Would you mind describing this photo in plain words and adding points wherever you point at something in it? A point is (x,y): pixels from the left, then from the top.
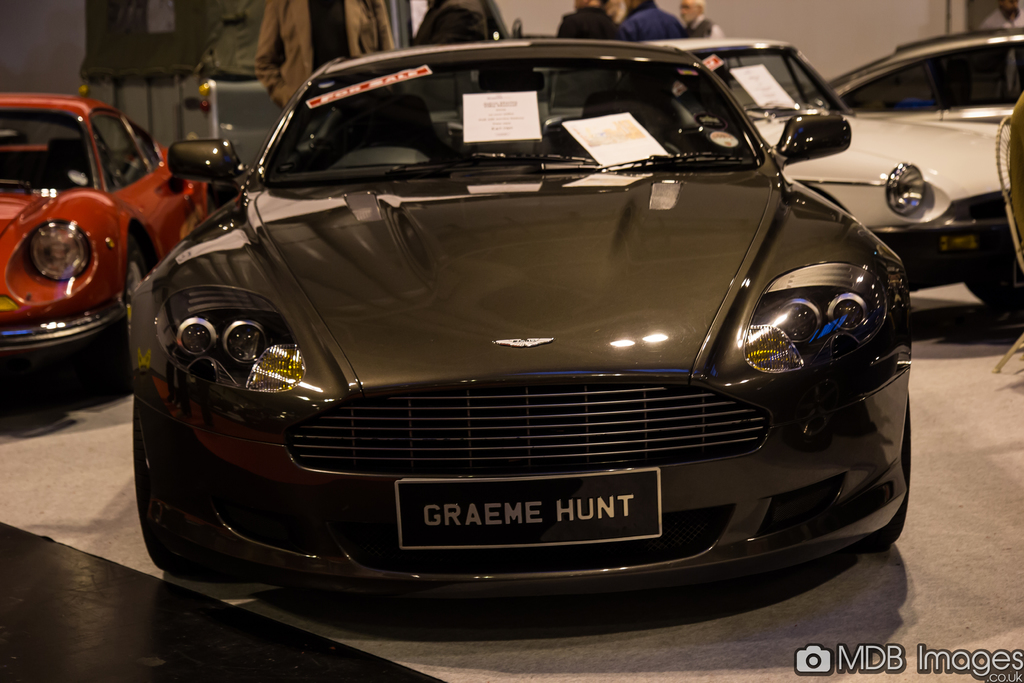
There is a car (444,187) in the center of the image (547,318) and there are people (305,35) and cars (669,42) in the background area (446,20) and there is text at the bottom side of the image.
